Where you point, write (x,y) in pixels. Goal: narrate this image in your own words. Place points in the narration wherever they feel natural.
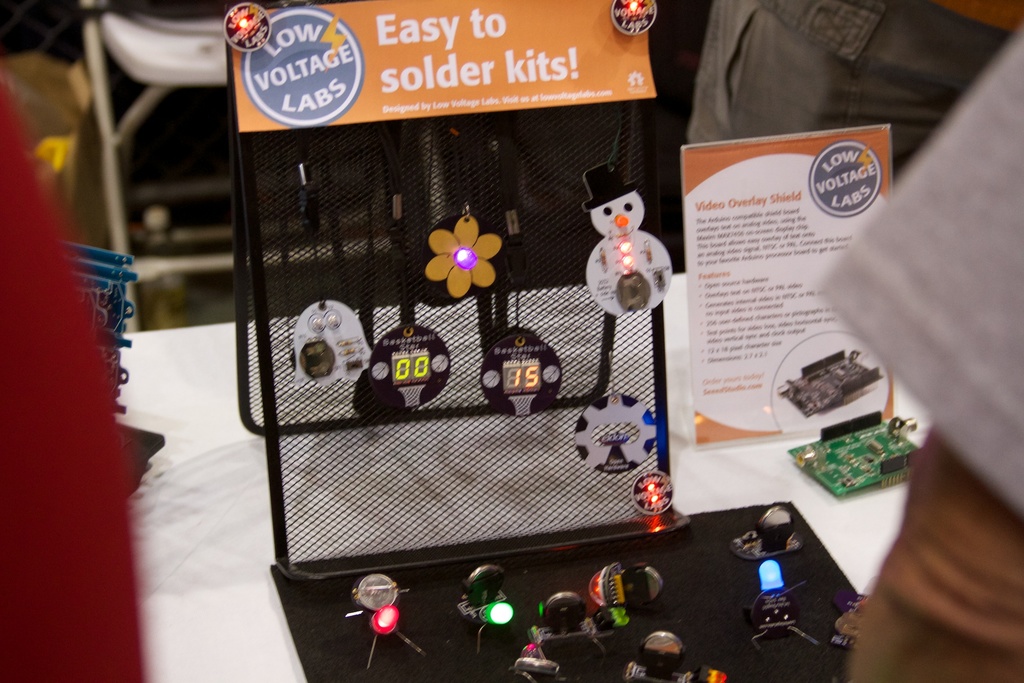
In this image, we can see some gadgets (833,452) on the table (224,588). There is a chair (157,60) in the top left of the image (181,26).
